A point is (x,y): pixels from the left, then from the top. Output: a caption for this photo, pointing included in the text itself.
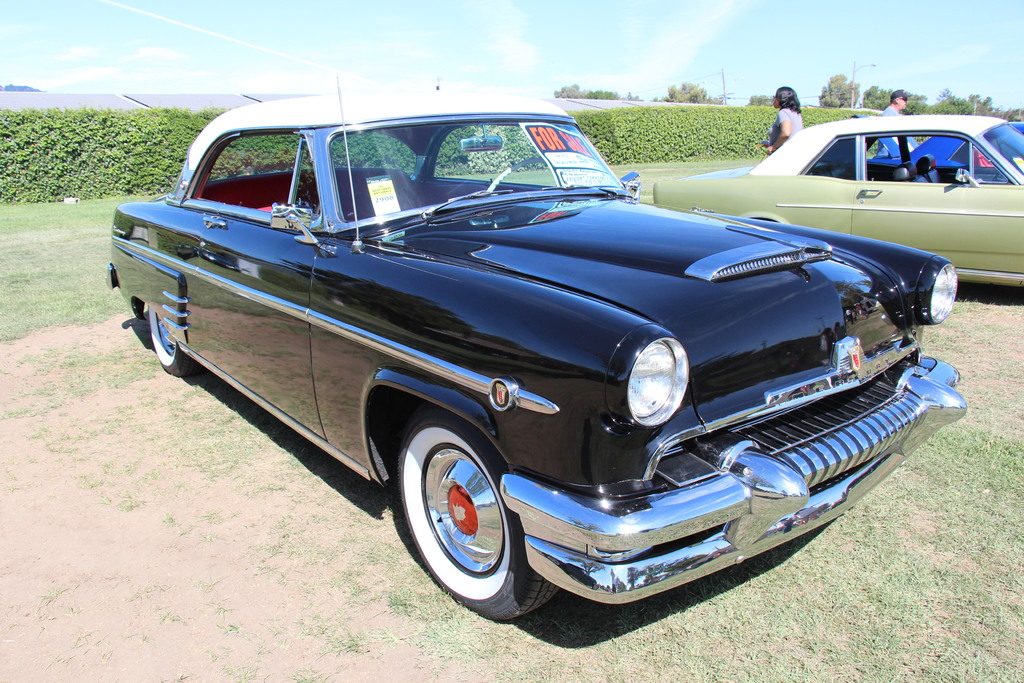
In this image I can see cars (514,307), people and plants (672,161). In the background (579,69) I can see trees (681,85) and the sky (681,59).
